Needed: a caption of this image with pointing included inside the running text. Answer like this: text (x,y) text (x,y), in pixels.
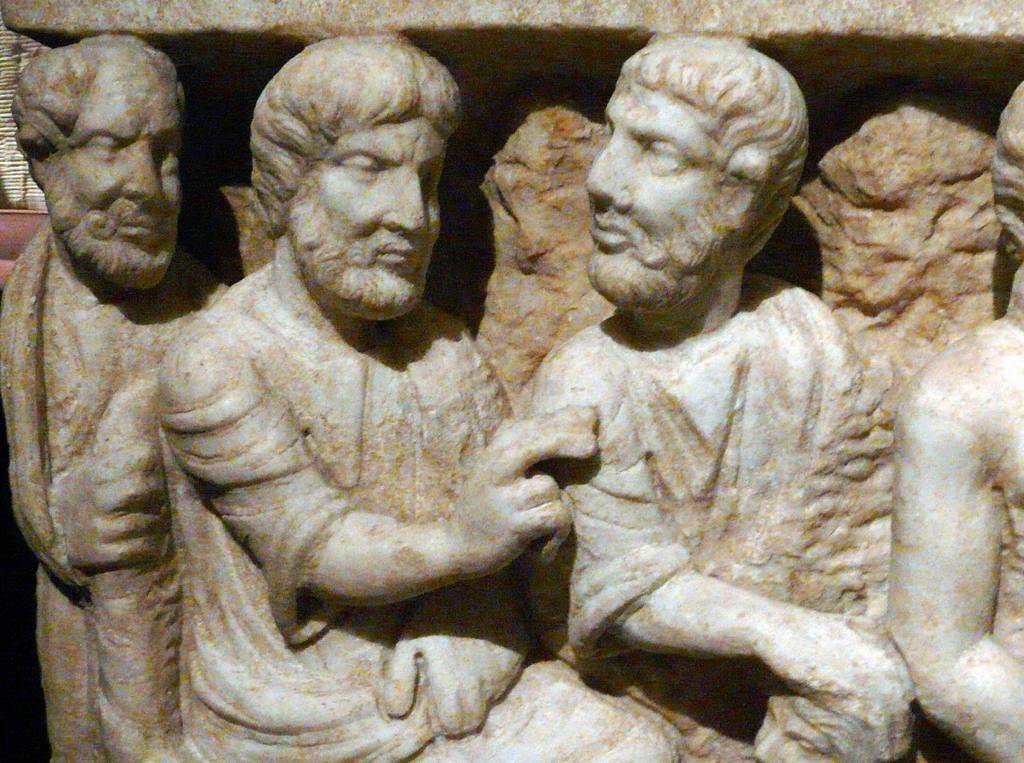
In this image I can see sculptures (45,263) of persons (622,266).
